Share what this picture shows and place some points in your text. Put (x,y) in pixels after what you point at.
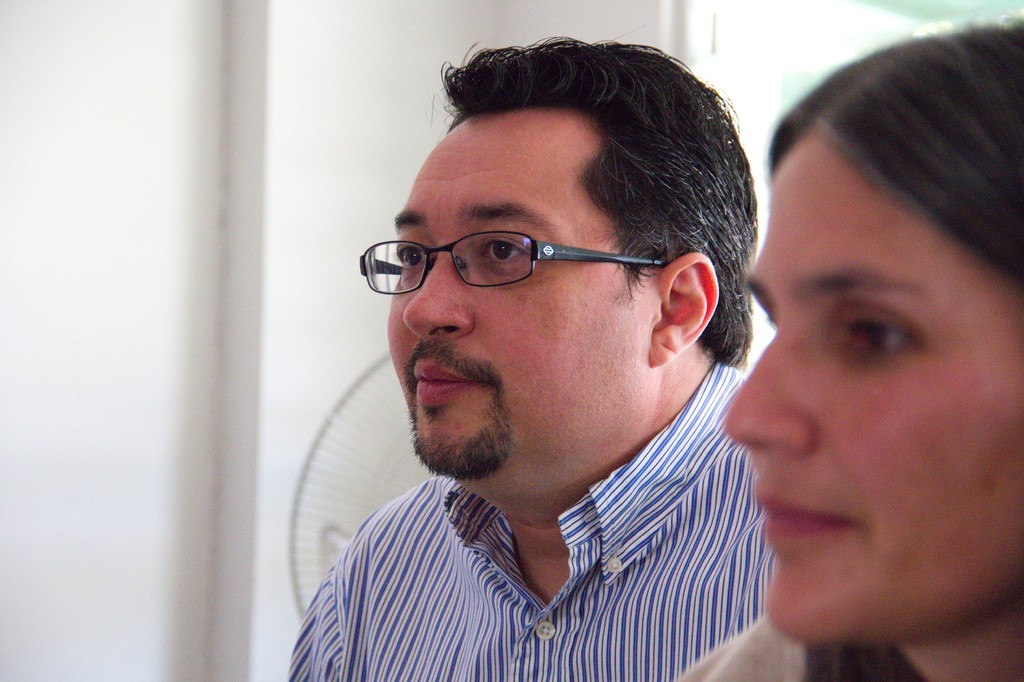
In the image there is a man (713,565) and a woman (858,528), both are looking at something. The man (605,524) is wearing a blue striped shirt (660,517) and spectacles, behind the man (429,360) there is a table fan (315,480) and in the background (206,319) there is a white color wall (228,339).
